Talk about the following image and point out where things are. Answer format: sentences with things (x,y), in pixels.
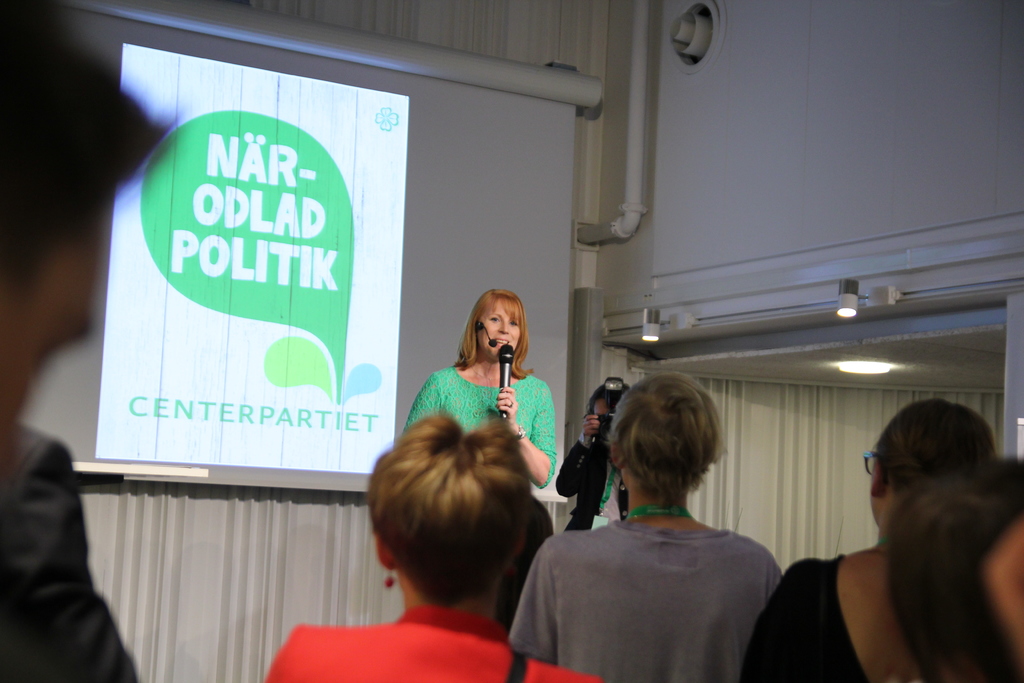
In this picture there is a person (490,328) in green top (473,387) holding a mic (511,351) and standing on the stage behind there is a screen (275,305) and a lady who is holding the camera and in front of them there are some people (630,552) standing.
